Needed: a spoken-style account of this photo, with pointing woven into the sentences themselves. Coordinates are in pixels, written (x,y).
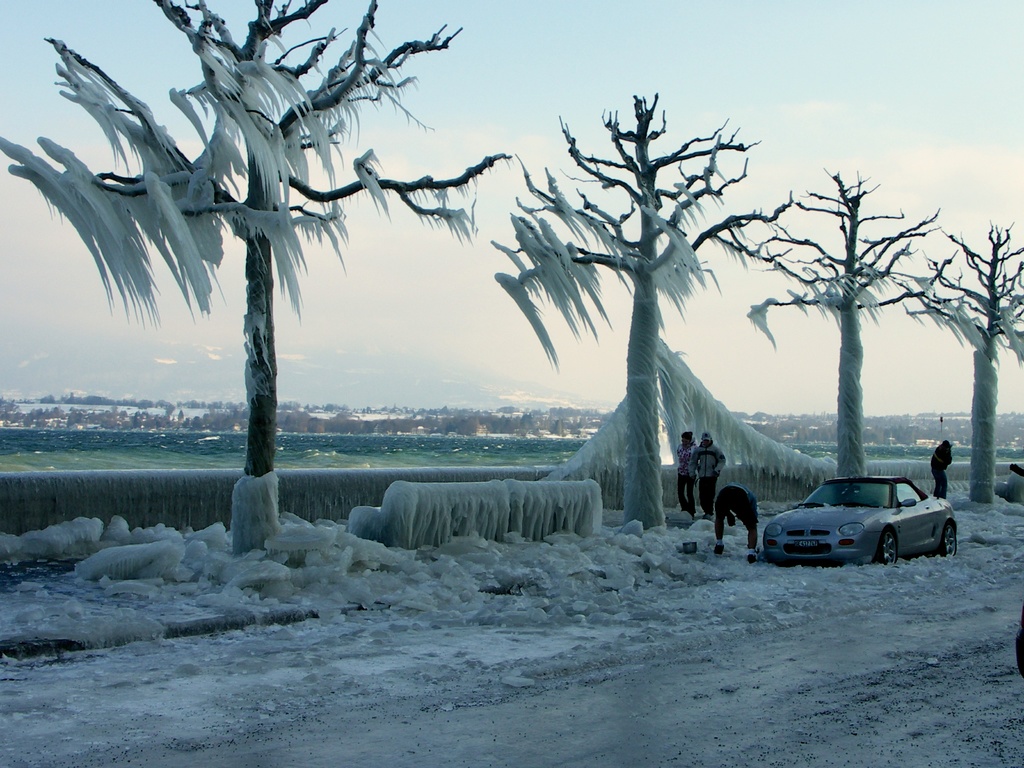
In front of the image there is a car (852,517). There are people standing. There is snow (416,474) on the trees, benches (504,491) and on the surface (348,601). In the background of the image (302,446) there are trees (193,423), buildings (926,445), water (19,434). At the top of the image (599,165) there are clouds (315,317) in the sky (341,304).
